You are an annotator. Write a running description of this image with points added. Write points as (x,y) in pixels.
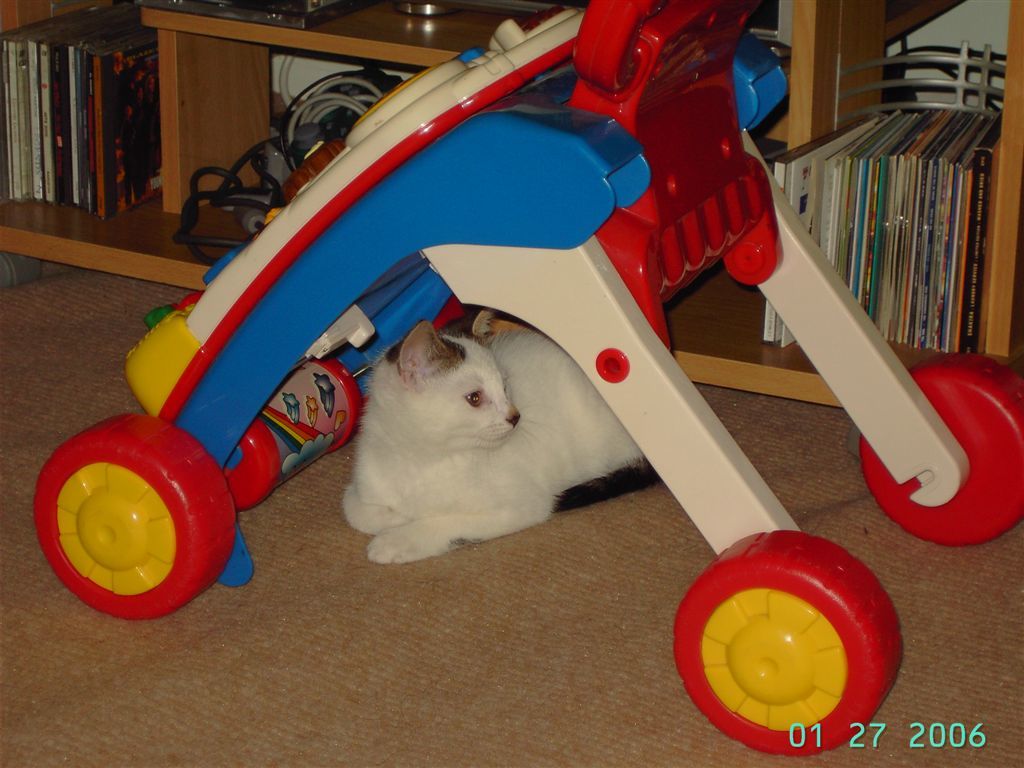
In this picture there is a cat (364,457) under a baby walker (327,399) and there is a bookshelf (105,239) in the background area of the image (139,72).
